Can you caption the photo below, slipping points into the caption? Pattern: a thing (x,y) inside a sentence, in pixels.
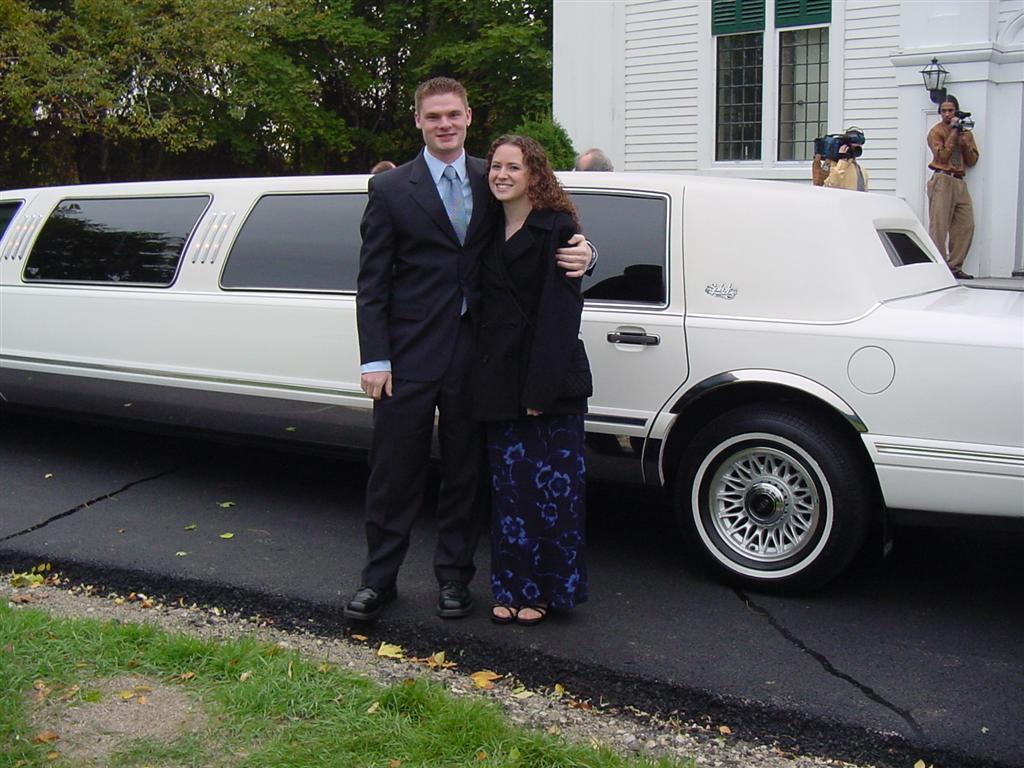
This is the man (426,318) and woman (506,294) standing and smiling. I can see a car (625,314), which is parked. Here is the grass (232,663). There are two people (949,136) holding the video recorders (829,148) and standing. This is a building (901,57) with a window (803,65). I can see a lamp (938,75), which is attached to a building wall (624,125). These are the trees (237,59) with branches (145,78) and leaves (315,77). I can see few leaves (32,584) lying on the ground (680,726).
